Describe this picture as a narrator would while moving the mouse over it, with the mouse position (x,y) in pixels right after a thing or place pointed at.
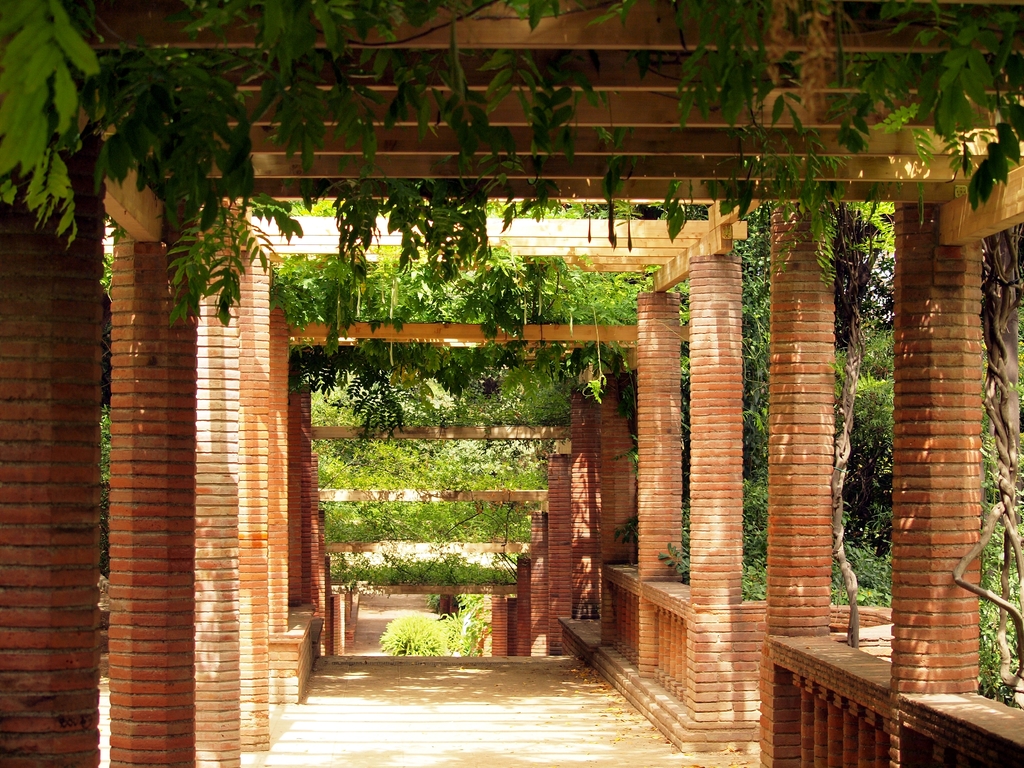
It looks like an outdoor garden (388,479), it has many pillars (133,542) and also stairs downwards and there are some plants (392,401) around that area (615,204).
